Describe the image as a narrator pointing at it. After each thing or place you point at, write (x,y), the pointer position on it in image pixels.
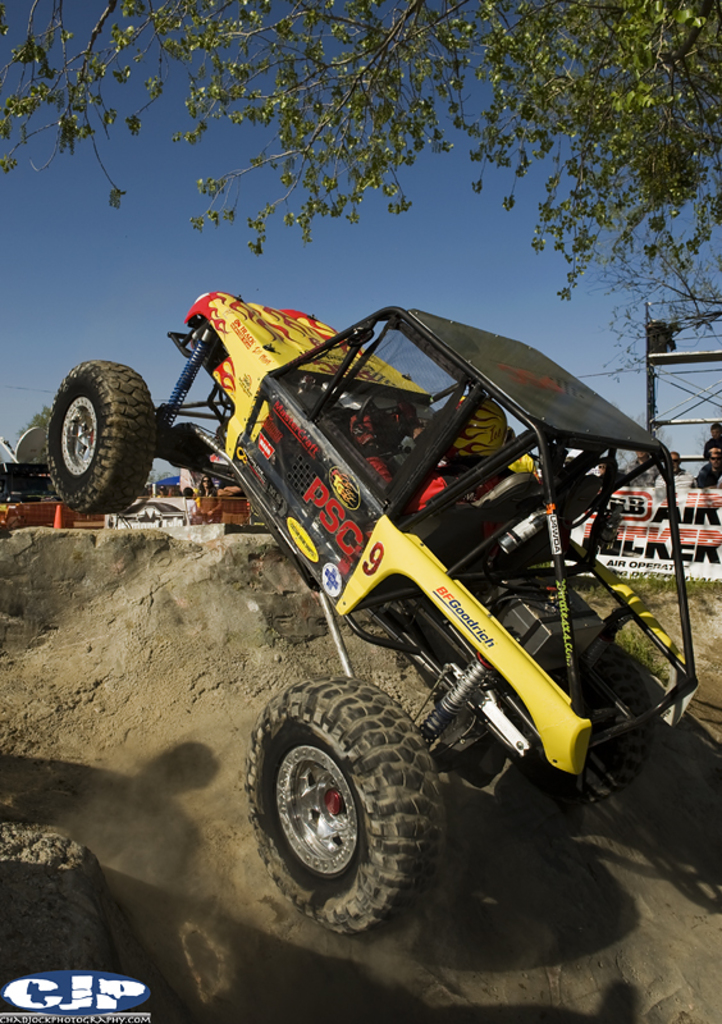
In this picture there is a jeep wrangler (451,543) in the center of the image (241,359), on a muddy floor (40,603), there is a poster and a pole (680,372) in the background area of the image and there is a tree (264,162) at the top side of the image (484,159).
